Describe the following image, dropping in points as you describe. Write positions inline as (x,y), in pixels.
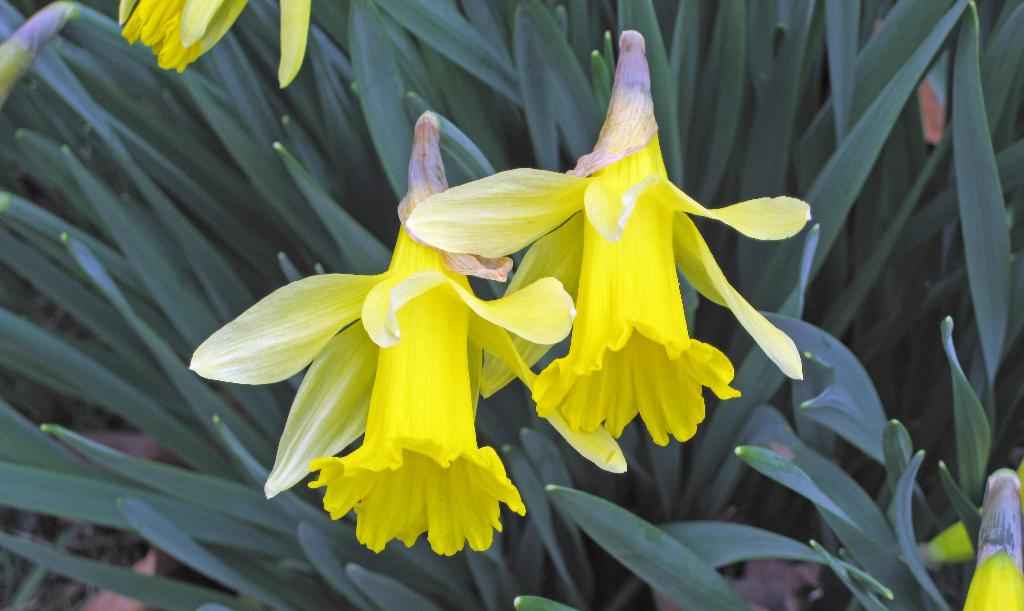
In this image I see dark green color leaves (884,203) and I see flowers (257,358) which are of yellow in color.
